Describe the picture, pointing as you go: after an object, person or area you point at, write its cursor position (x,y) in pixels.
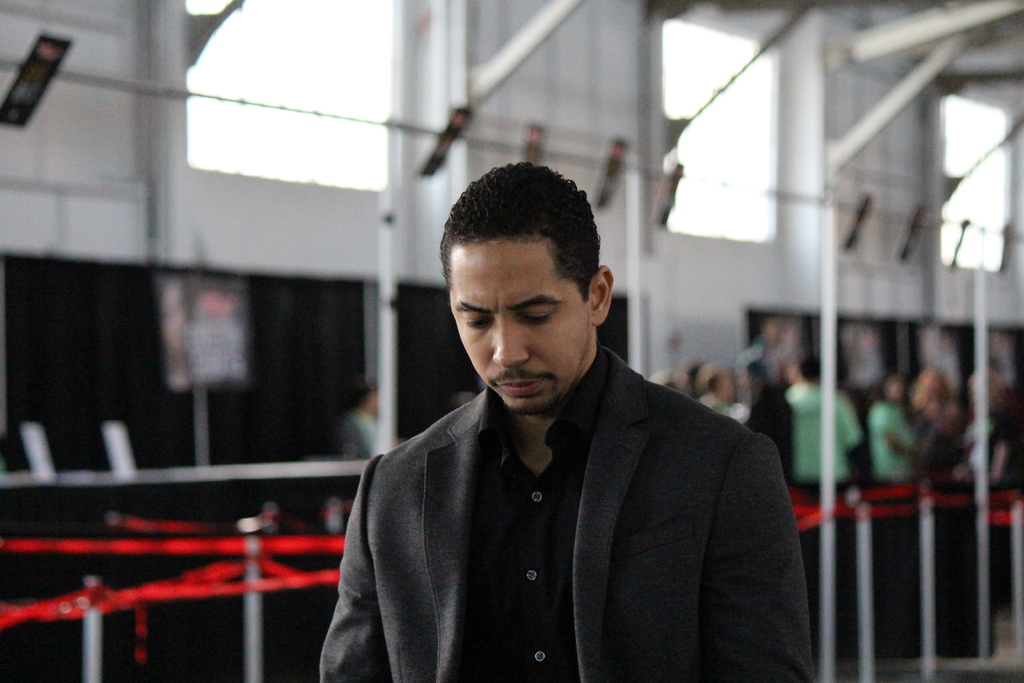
There is a man (516,483) standing and looking downward. He is wearing a coat (603,581), a black shirt (541,563). Behind him there are some people (776,414) standing and the background (948,424) is blurred. There are some poles (832,196) and windows (730,174), from that window (736,149) we can observe sky (293,91). There are some ribbon railings (208,578) are there in the background (300,546).
